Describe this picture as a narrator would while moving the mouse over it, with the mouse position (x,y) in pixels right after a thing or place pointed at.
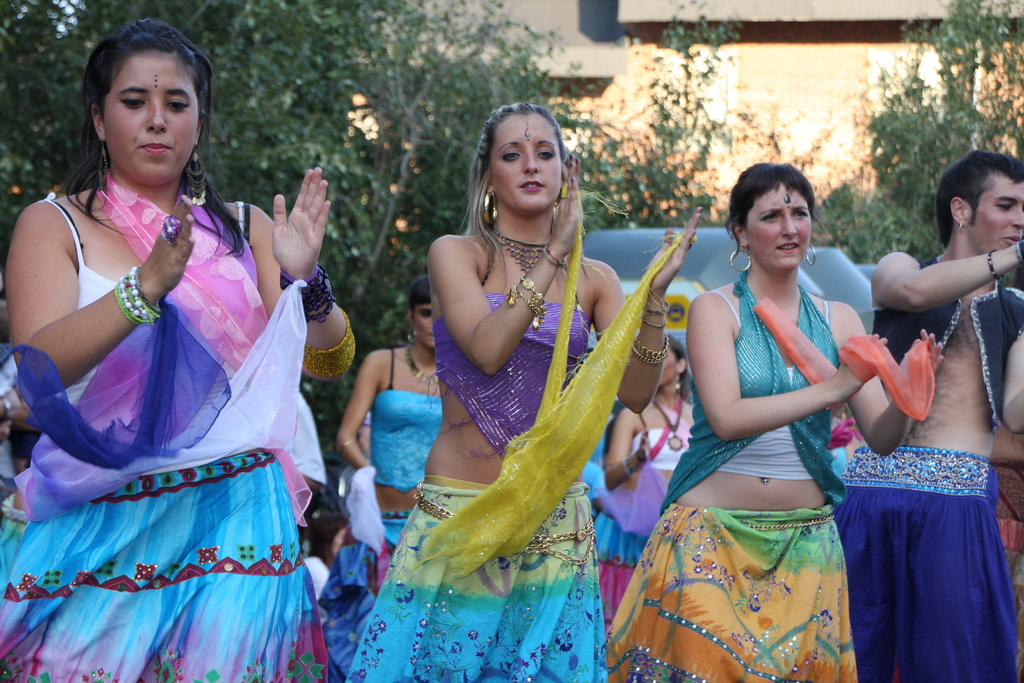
In this image in front (178,668) there are few people (758,485) clapping. Behind them there are trees (917,105). At the back side (772,74) there is a building (766,52).
